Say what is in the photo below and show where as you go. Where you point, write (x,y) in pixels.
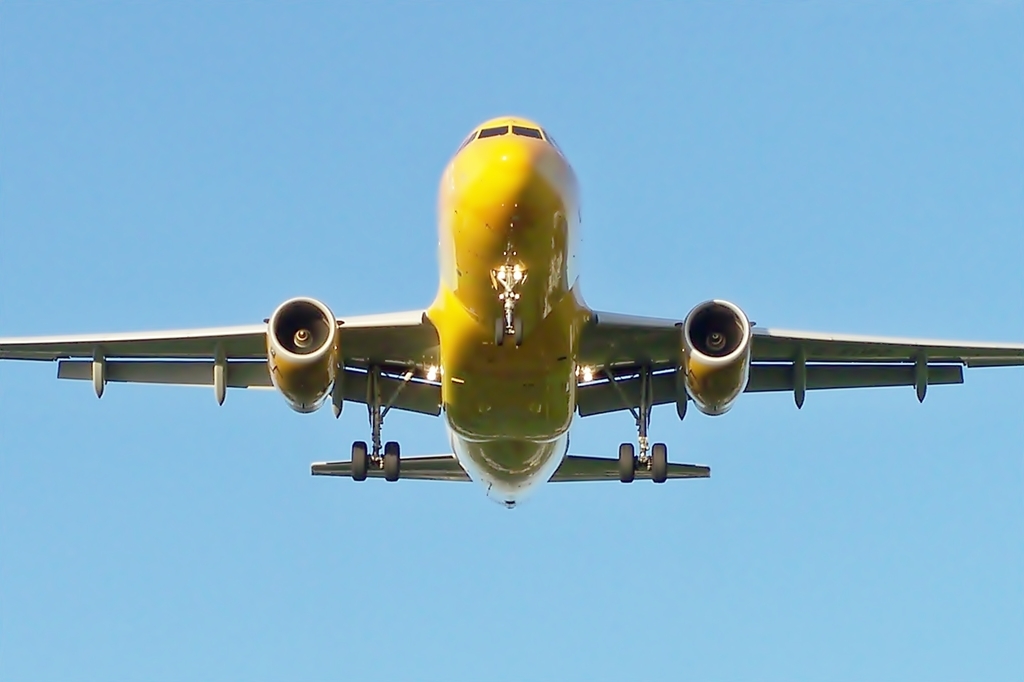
In this image we can see the aircraft (606,379) in the sky (398,294).
